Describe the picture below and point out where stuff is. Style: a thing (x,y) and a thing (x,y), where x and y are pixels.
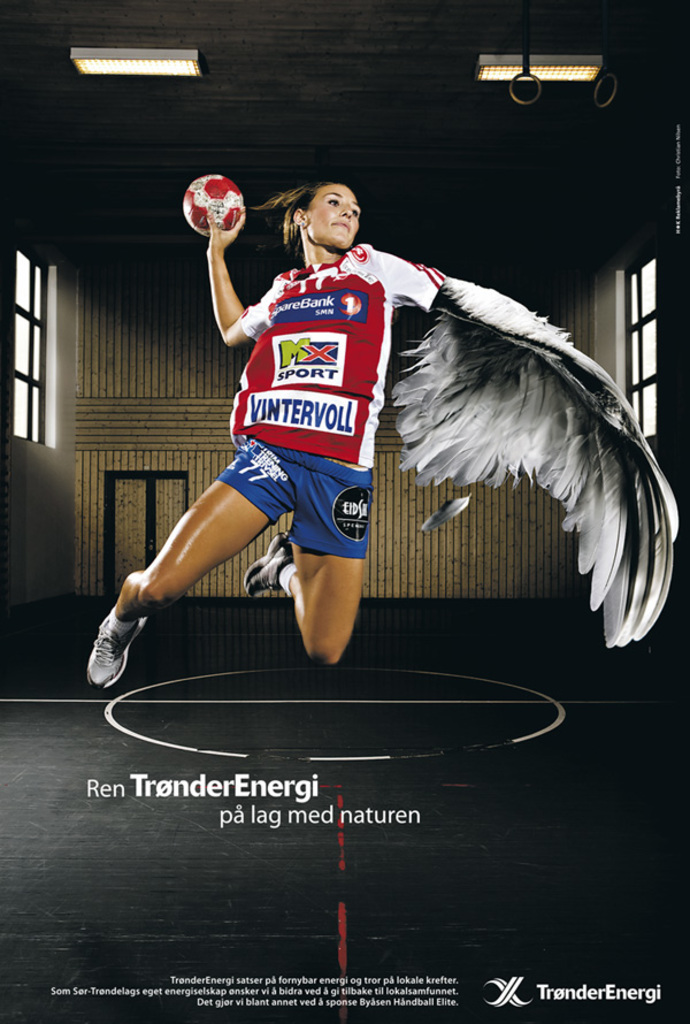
This is an edited image. In this image we can see a girl (341,313) with a ball (224,223) in her hand (234,230) and wing (484,419). At the bottom of the image (276,819) there is text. In the background of the image (37,525) there is wall (56,545). To the both sides of the image there are windows (640,409). At the top of the image (513,131) there is ceiling (264,45) with lights (108,73).
